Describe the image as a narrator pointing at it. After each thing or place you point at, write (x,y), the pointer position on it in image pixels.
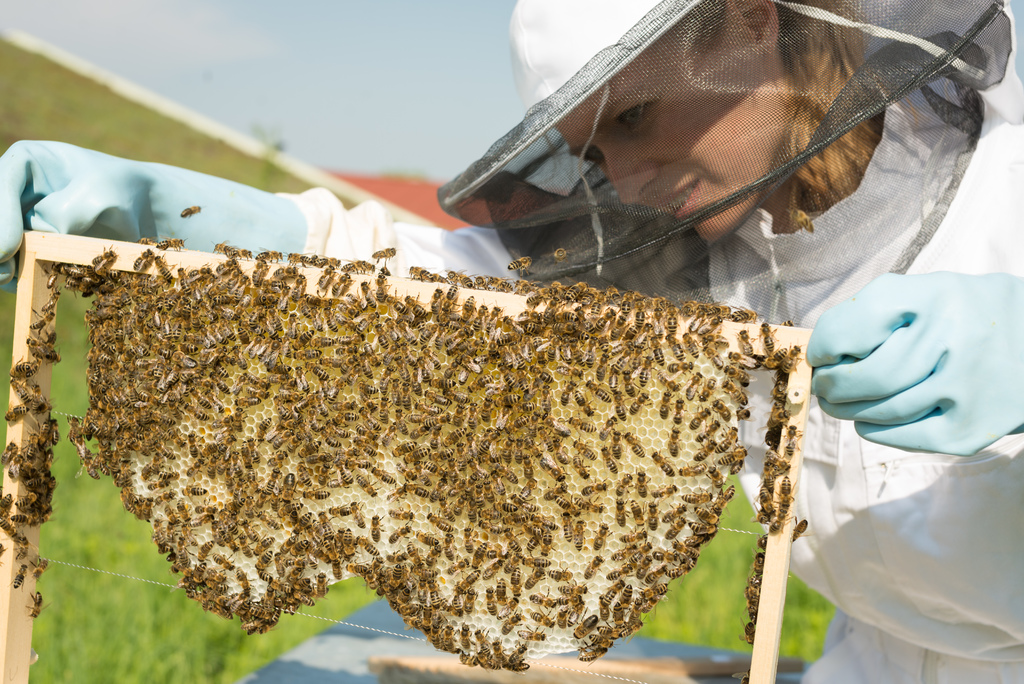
In this image, we can see a lady (666,184) wearing a cap (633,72), gloves (166,167) and holding a honeycomb (391,455) and there are bees (293,410) on the comb (368,498). In the background (118,121), there is ground (142,121).
